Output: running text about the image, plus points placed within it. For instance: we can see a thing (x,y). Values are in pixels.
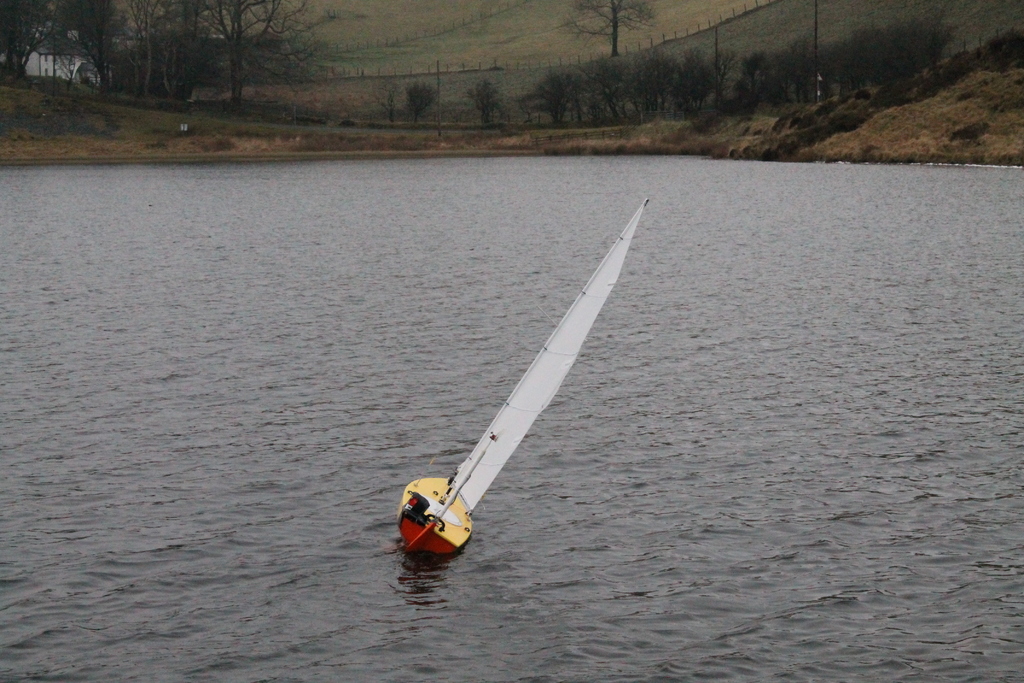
In this image I can see a boat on the water (378,306). There are trees (105,35), there is grass (385,79), there is a building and there is a wall (246,102).
